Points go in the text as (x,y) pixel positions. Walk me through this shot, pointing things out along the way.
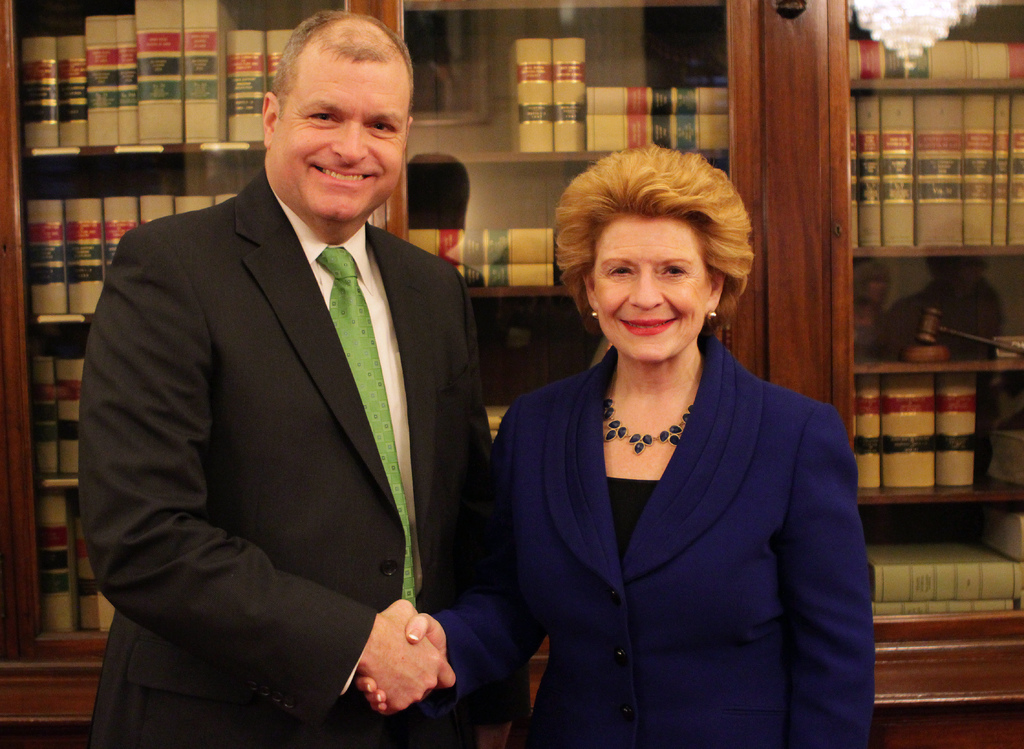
In the foreground (427,324) we can see a man (317,493) and a woman (650,473). In the background (478,124) we can see bookshelves (880,343) and books (948,58). At the top right corner (893,36) it might be chandelier (898,28).
